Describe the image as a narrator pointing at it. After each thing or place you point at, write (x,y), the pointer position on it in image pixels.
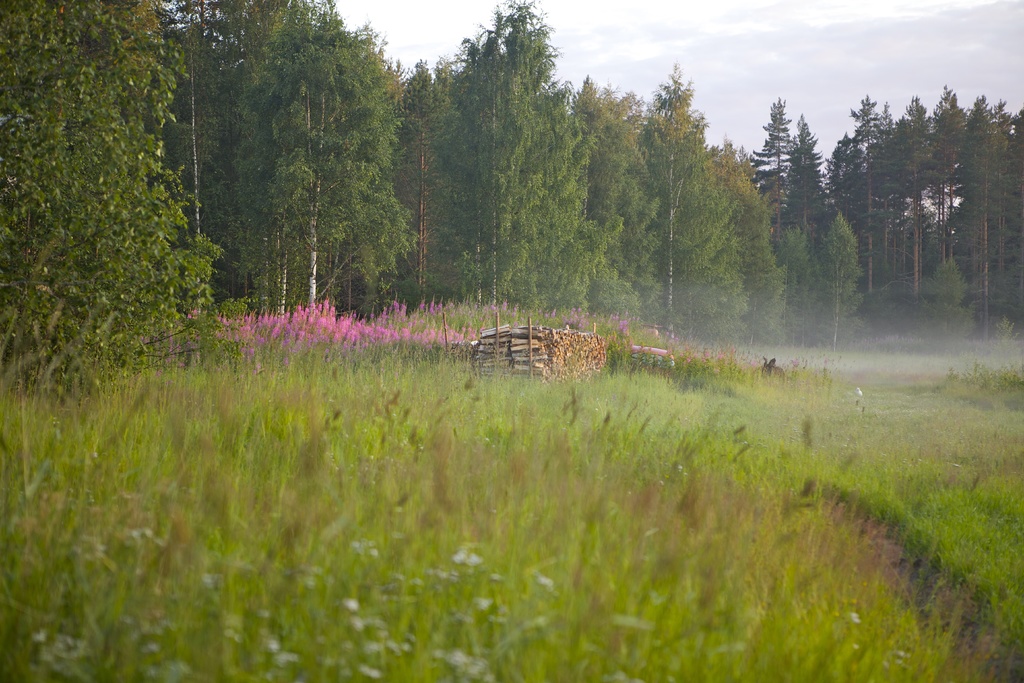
This image is taken outdoors. At the bottom of the image (731,597) there is a ground (946,547) with grass (777,471) and a few plants (208,583) on it. At the top of the image (731,42) there is the sky (909,65) with clouds (825,67). In the background (852,185) there are many trees (271,298) and plants (766,317) with stems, green leaves (708,275) and branches (347,263) on the ground (934,352). There are few flowers (432,329). In the middle of the image (534,344) there are a few wooden sticks (544,349).
